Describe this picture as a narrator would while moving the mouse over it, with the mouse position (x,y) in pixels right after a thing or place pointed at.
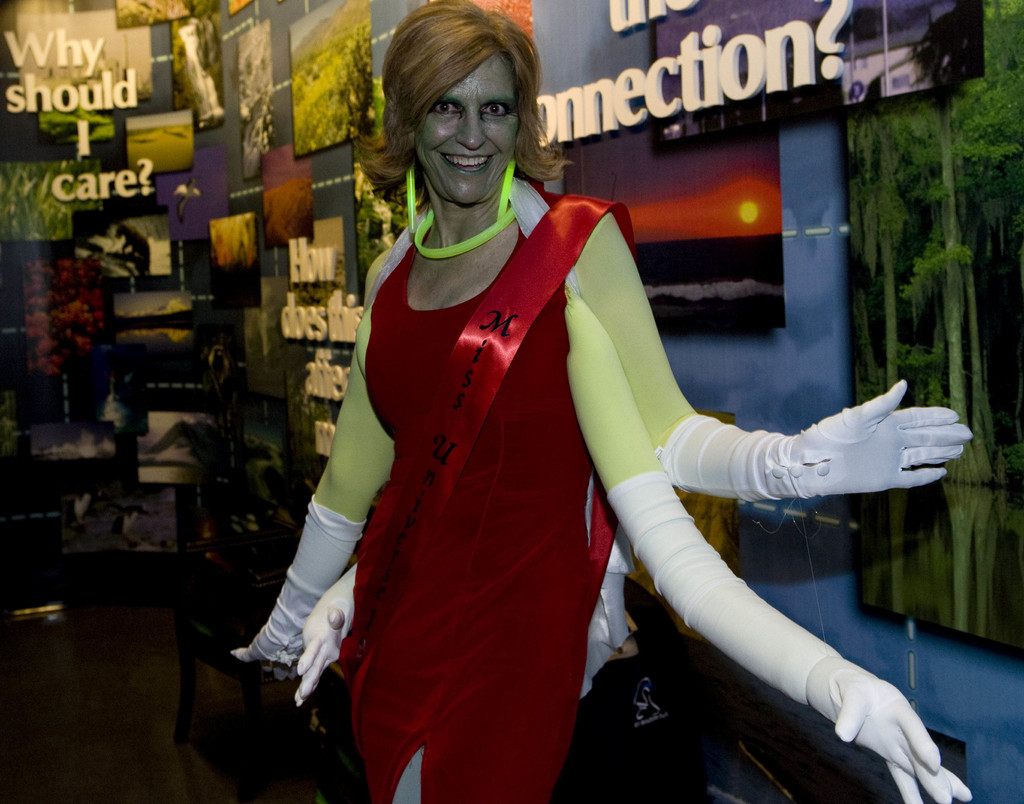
In the center of the image (407,337) we can see a person (428,535) with costumes (501,576). In the background (329,52) we can see photo frames (142,93) to the wall (60,146).
